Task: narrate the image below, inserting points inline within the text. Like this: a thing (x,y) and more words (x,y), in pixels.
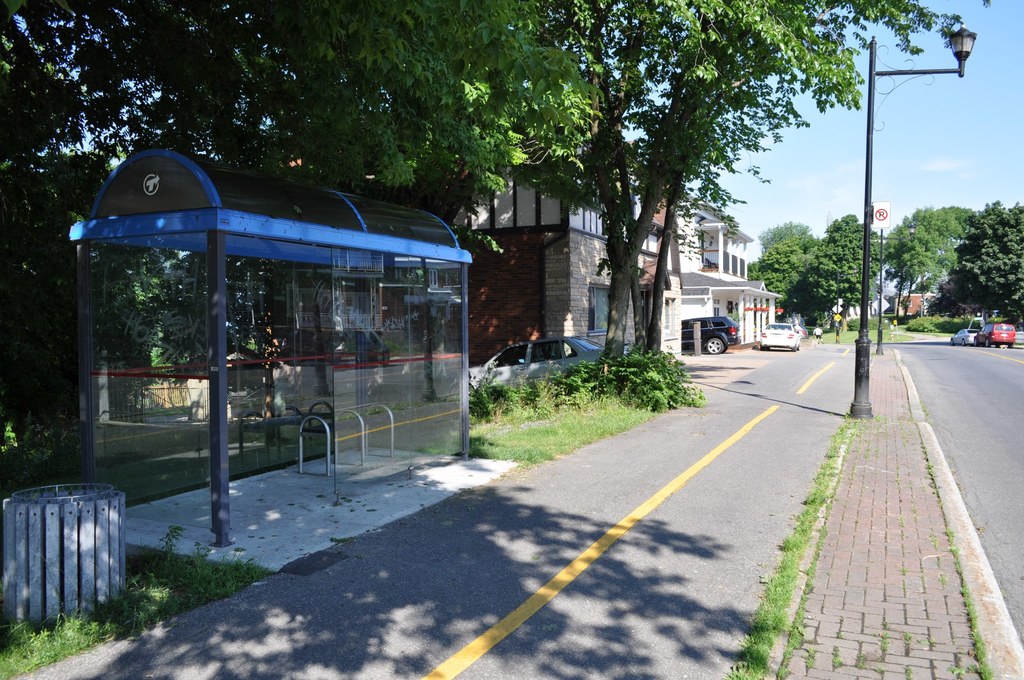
In this image there is a road (967,375) on the right side (967,391). On the road (980,347) there are cars (992,335). On the left side (289,371) it looks like a bus stop (326,353). Behind the bus stop (337,318) there are trees (297,135). In the middle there is a footpath (873,367) on which there are poles (946,70) with the lights (959,58). At the top (1001,78) there is the sky (985,92). On the left side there is a building (714,272). In front of the building (728,288) there are two cars (719,335) parked on the floor (726,355).
